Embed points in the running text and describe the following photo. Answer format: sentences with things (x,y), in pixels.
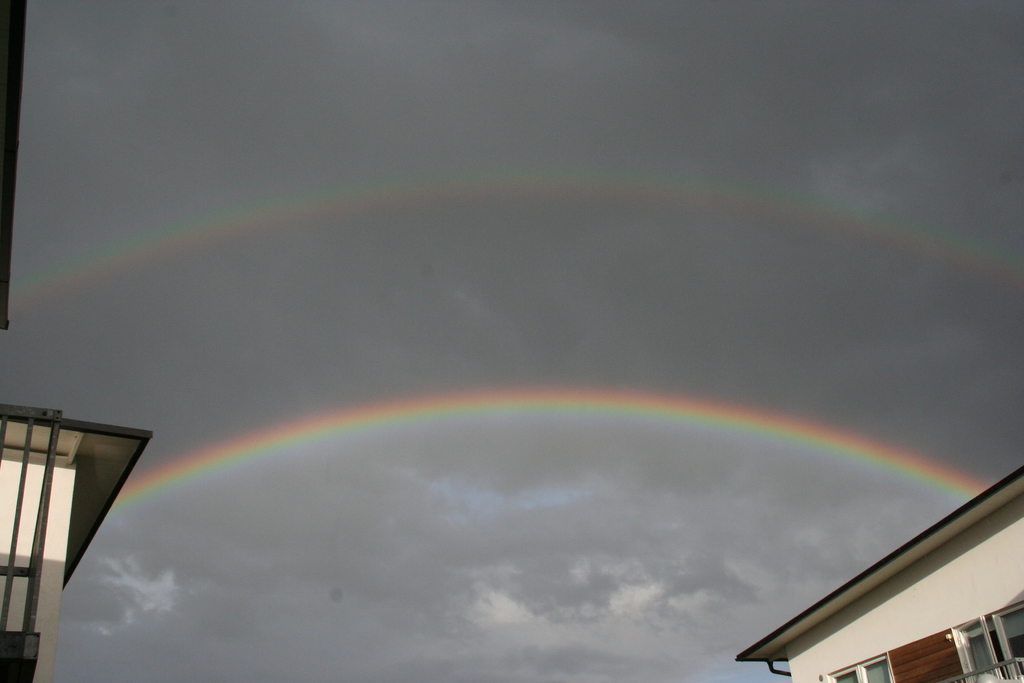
In this picture, we see a rainbow (535,388) in the sky (632,418). In the right bottom of the picture (873,612), we see a building (854,661) and in the left bottom of the picture (38,527), we see a building (55,599) in white and black color.
